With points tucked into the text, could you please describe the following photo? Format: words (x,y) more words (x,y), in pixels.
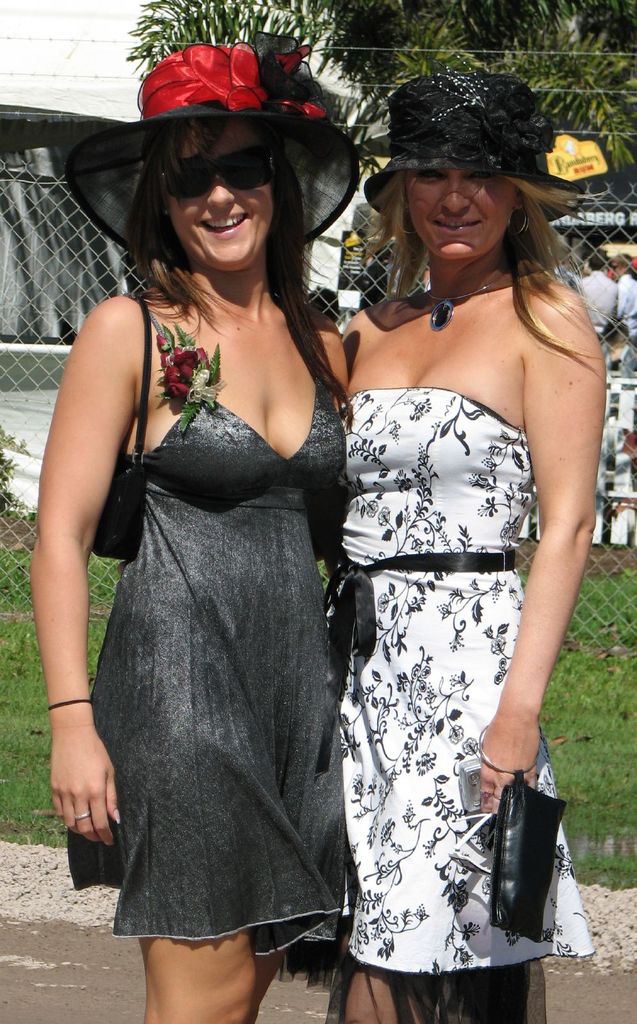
In this image we can see two persons (264,739) standing on the road (4,881). In the background (38,774) there is a grass (578,705), fencing (612,539), a group of persons (603,277) and a building (34,66).
